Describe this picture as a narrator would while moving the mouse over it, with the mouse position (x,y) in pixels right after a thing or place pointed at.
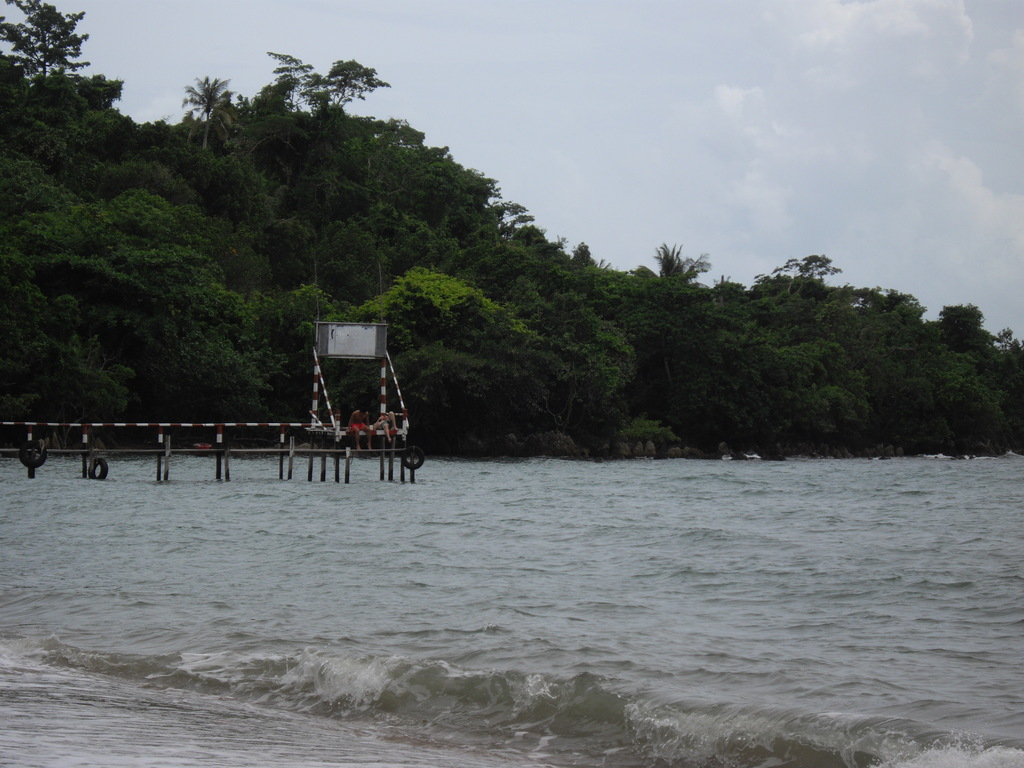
In this picture there is water (674,491) at the bottom side of the image (596,668) and there is a dock (337,411) on the left side of the image (312,424), on which there are two people (377,428) and there are trees (379,192) in the background area of the image (398,189).
